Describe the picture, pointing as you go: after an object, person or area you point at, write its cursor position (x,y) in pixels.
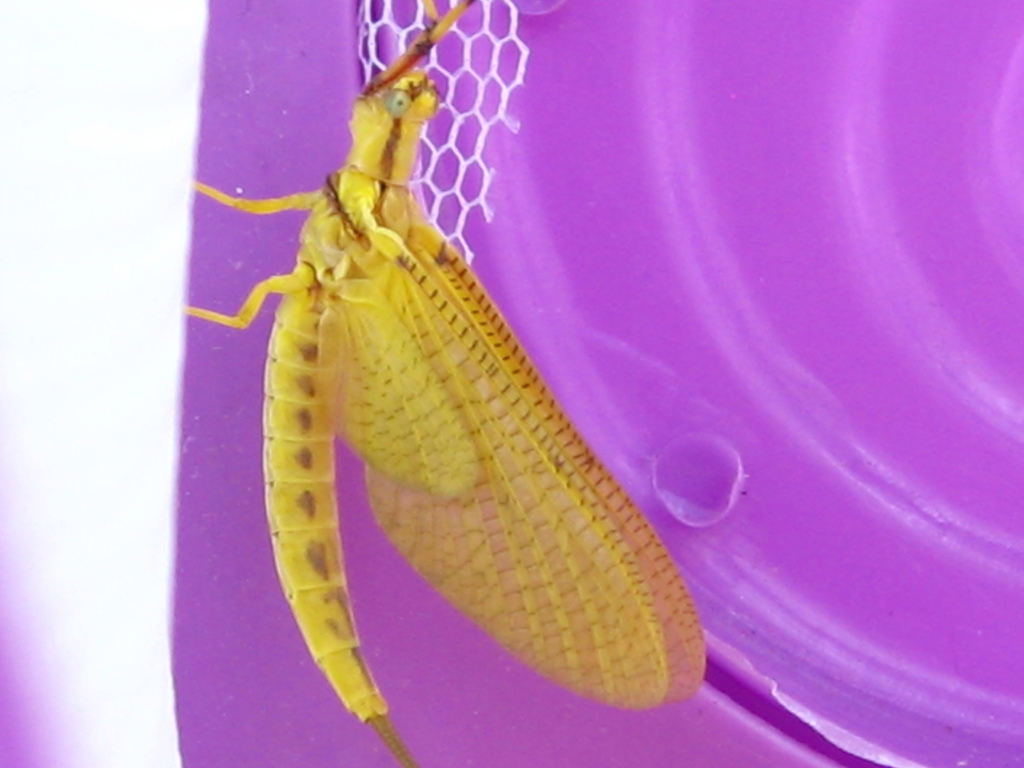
In this picture there is an insect (332,249) in the center of the image (344,392), it seems to be a plastic object (694,298) in the image.
